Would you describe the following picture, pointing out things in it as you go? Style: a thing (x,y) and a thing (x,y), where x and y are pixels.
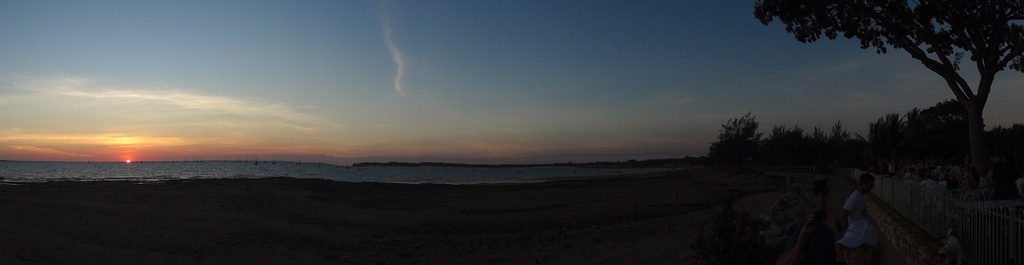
In this image there is a beach (360,192), on the right side (908,201) there is a fencing (916,213) and a person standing near the fencing (907,201) and there are trees (949,83), in the background (198,174) there is a sea (216,173) and the sky (145,156).
